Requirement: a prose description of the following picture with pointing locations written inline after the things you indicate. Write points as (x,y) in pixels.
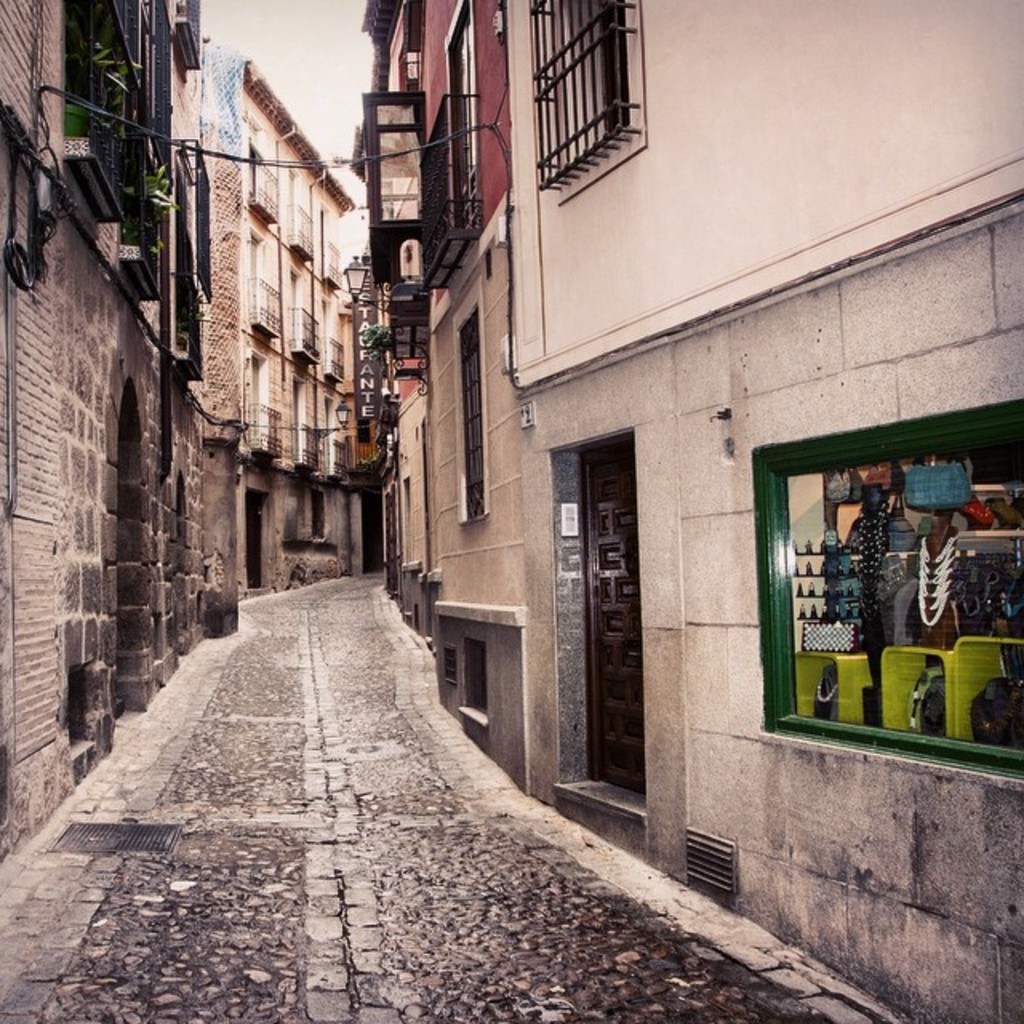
In this picture we can see buildings (553,454), on the left side (138,234) there are plants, we can see a light (350,265), a wire (84,105) and a board (375,302) in the middle (365,375), on the right side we can see grilles (582,60) and a door (606,588).
